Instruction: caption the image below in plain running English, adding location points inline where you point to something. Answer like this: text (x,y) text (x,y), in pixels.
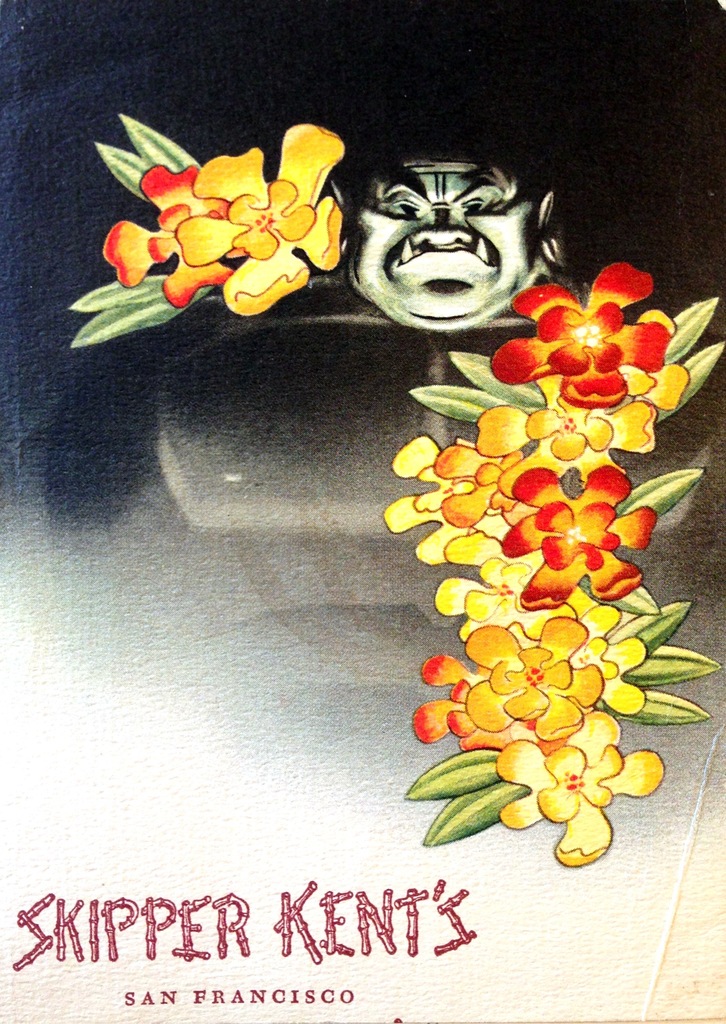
In the center of the image (442,421) there is a depiction of a person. There are flowers (609,302). At the bottom of the image (439,885) there is some text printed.
